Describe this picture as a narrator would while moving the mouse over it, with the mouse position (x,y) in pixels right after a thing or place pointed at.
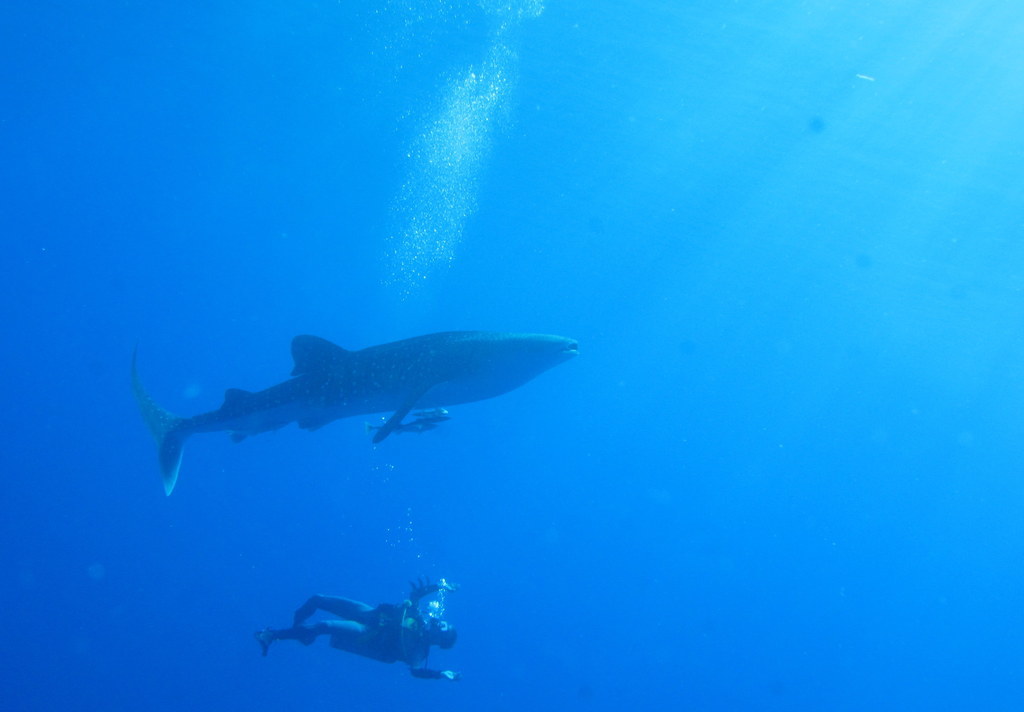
In this image there is water (456,315), there is a whale shark (303,404), there is a man (396,638) in the water (489,642), the background of the image (472,648) is blue in color.
